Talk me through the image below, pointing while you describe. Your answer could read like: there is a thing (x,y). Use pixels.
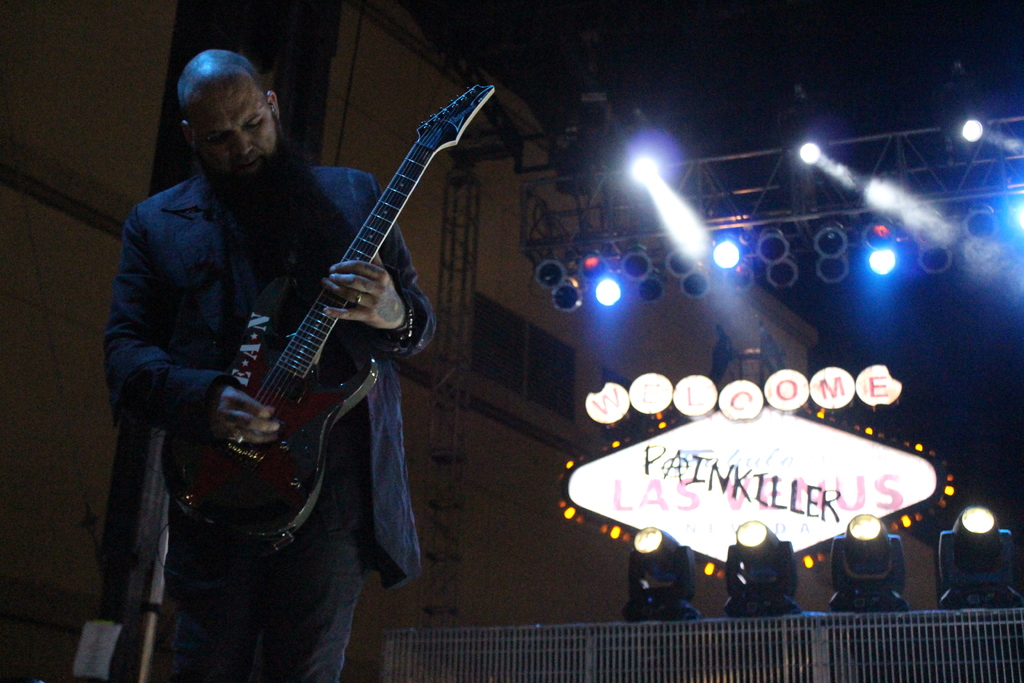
He is standing and his holding a guitar (253,503) at the same time his playing a guitar (259,486). We can see in the background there is a lights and poster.
